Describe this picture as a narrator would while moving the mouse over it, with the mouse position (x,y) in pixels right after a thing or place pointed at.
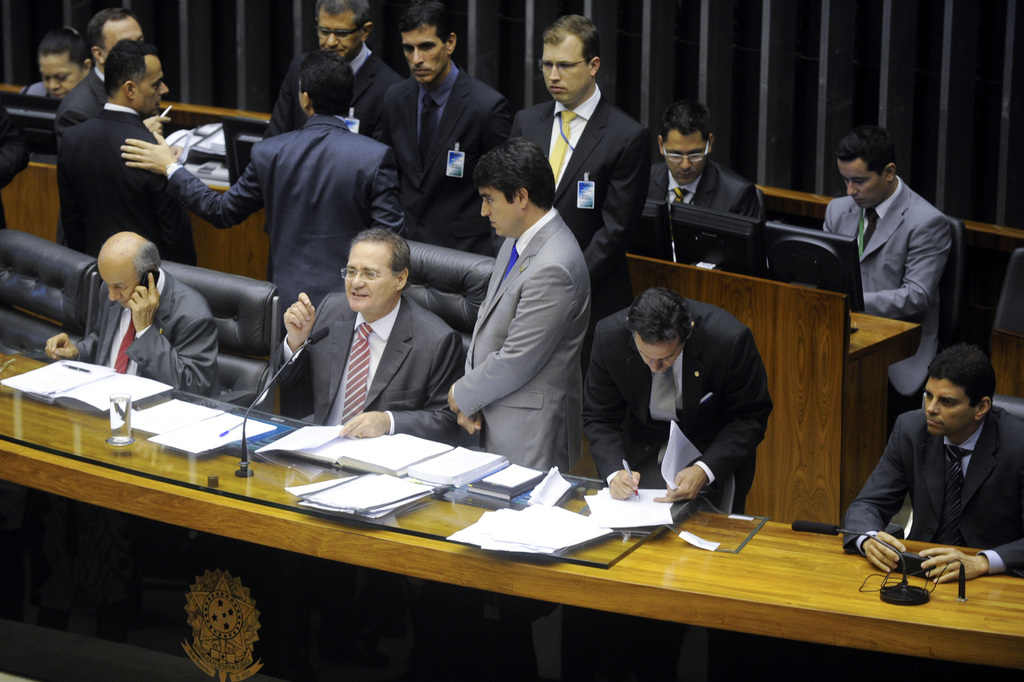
In this picture there is a man (295,364) who is wearing spectacle (342,278), suit (351,323) and tie (351,389). He is sitting on the chair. Beside him there is a man (497,378) who is standing near to the table (455,452). On the table (734,580) we can see books (357,449), papers (605,516), files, water glass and mic (244,430). On the left (110,299) there is a man (162,295) who is holding a mobile phone (143,277) and he is looking on the file (57,364). On the top (333,222) we can see group of persons (353,224) was standing near to the tables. On the right (881,147) there are two persons (743,186) who are looking and working on the laptop (766,236) and computer (814,263).
